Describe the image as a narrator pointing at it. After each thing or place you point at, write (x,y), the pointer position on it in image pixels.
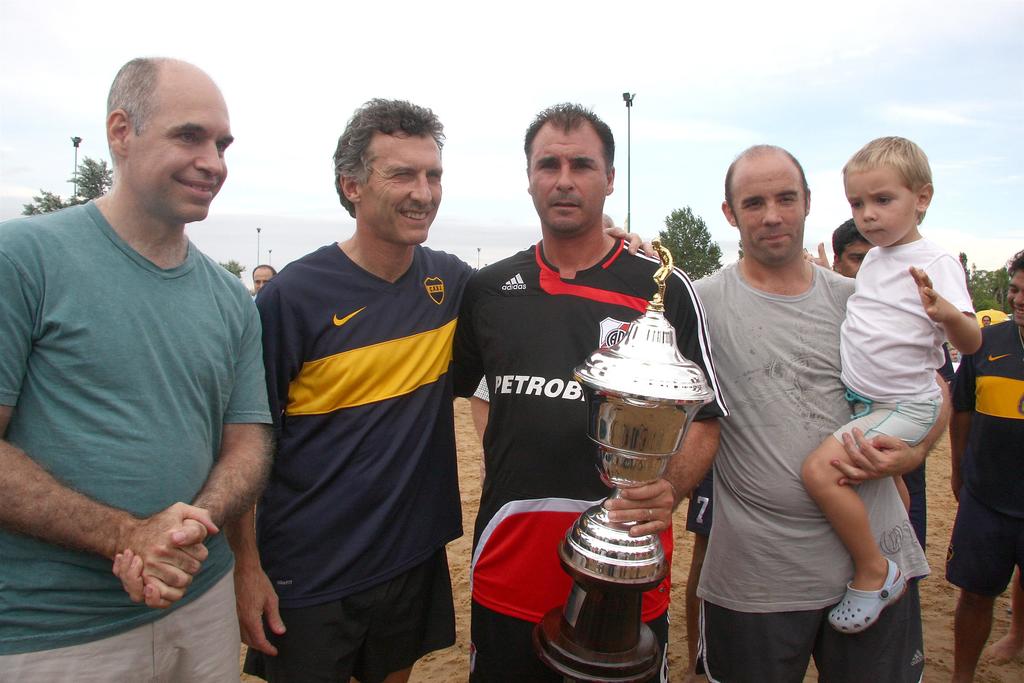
There are four persons (557,114) smiling and standing on the ground (674,651). One of them is holding a cup (645,582). One of the remaining is holding a child (918,217) who is in white color t-shirt (884,391). In the background (992,400), there are other persons (987,414) standing on the ground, there are trees (102,183) and there are clouds (526,48) in the sky (776,61).
